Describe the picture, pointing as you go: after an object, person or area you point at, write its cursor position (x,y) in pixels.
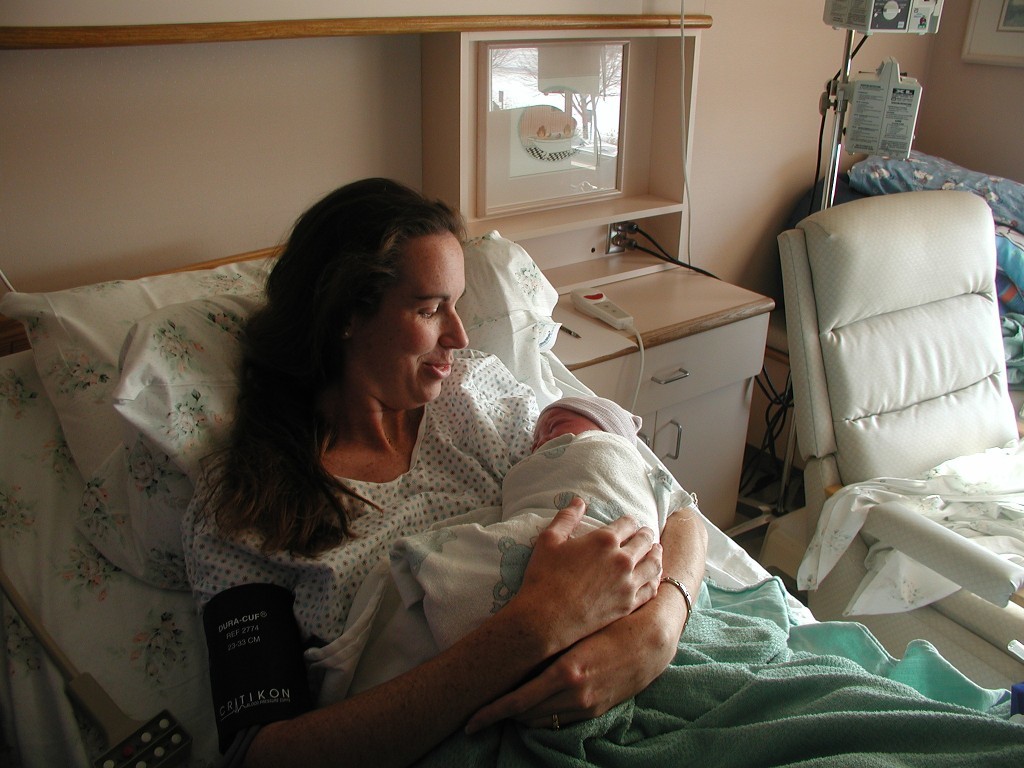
In the image on the bed (72,532) there is a woman (331,588) lying and she is holding the baby (505,579) in his hands (576,503). Behind him there are pillows (518,343). Beside the bed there is a table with cupboards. And on the right side of the image (893,538) there is a white chair (910,234) with cloth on it. And in the background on the wall (411,85) there is a glass (514,136).
